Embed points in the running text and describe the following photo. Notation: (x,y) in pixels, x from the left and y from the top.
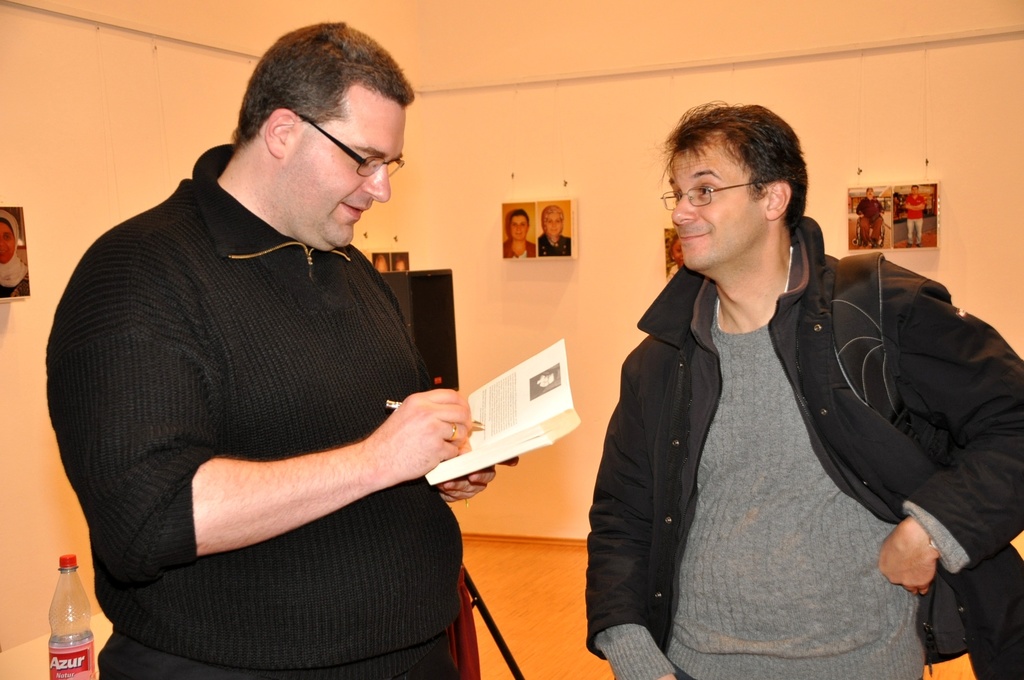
In this picture we can observe two men (695,492). Both of them are wearing spectacles (693,200). One of them is writing in a book (522,410) holding it in his hand (477,471). In the background (510,251) we can observe some photo frames (561,231) hanged to the wall (549,195). There is a bottle (64,617) on the left side (71,570).
